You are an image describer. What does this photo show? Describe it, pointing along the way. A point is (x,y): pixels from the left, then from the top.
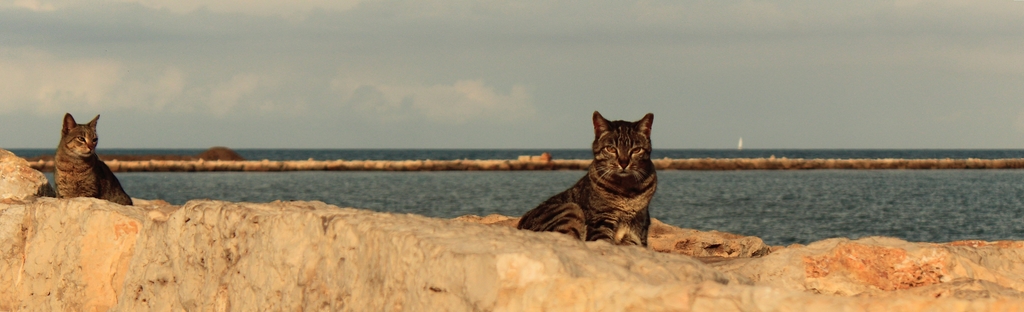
In this image I can see a huge rock (391,258) which is cream, orange and brown in color and on it I can see two cats (614,173). In the background (357,175) I can see the water (353,191), the ground (233,167) and the sky (386,68).
